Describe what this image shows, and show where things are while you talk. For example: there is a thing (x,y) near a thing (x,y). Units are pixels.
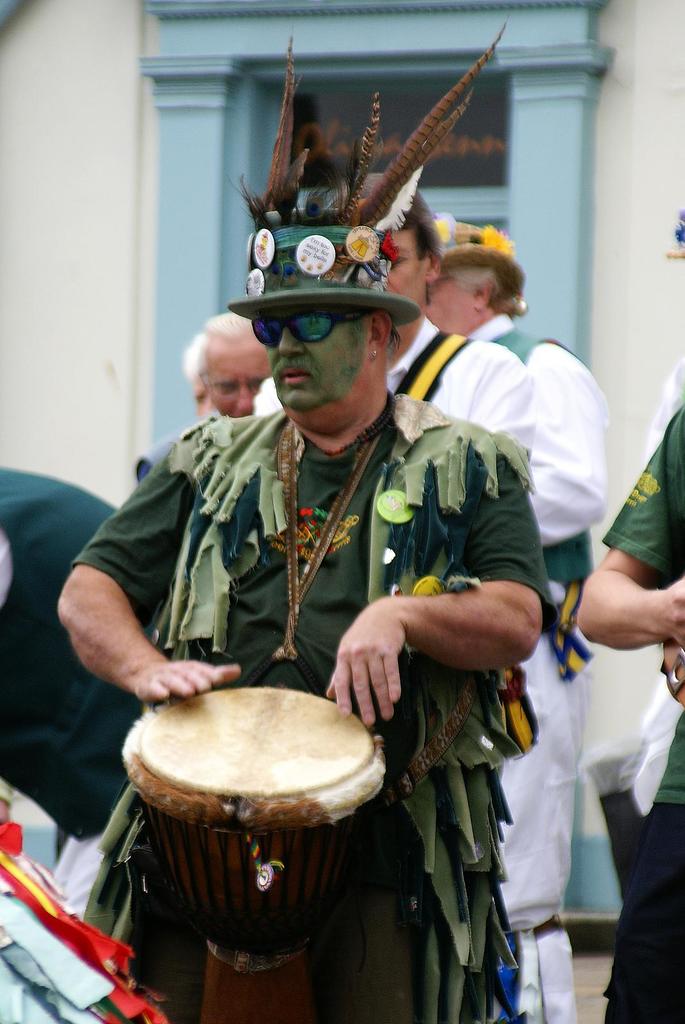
Here is a person (232,527) wearing green color dress (253,524), he is wearing goggles (355,312), a green color hat (344,299), he is playing a drum (281,743). Behind this person (526,570) there are also few people (552,563). In the background (552,320) there is a blue color window (550,222), beside the window (496,223) there is a white color wall (608,222).
